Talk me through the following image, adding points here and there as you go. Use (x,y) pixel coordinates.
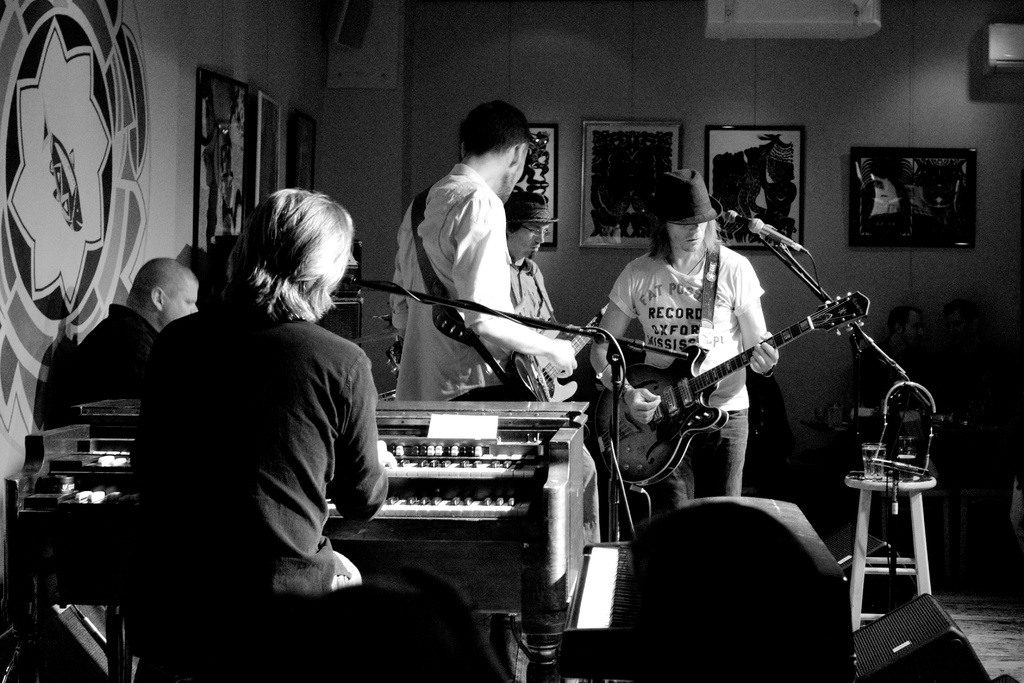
These two person (221,449) sitting. These persons (640,279) standing and holding guitar (705,411). There is a microphone (788,238) with stand (615,355). On the background (517,68) we can see wall (213,19), posters (604,178), framed (617,175). this person (197,540) playing musical instrument (476,517). This is floor (991,599).
